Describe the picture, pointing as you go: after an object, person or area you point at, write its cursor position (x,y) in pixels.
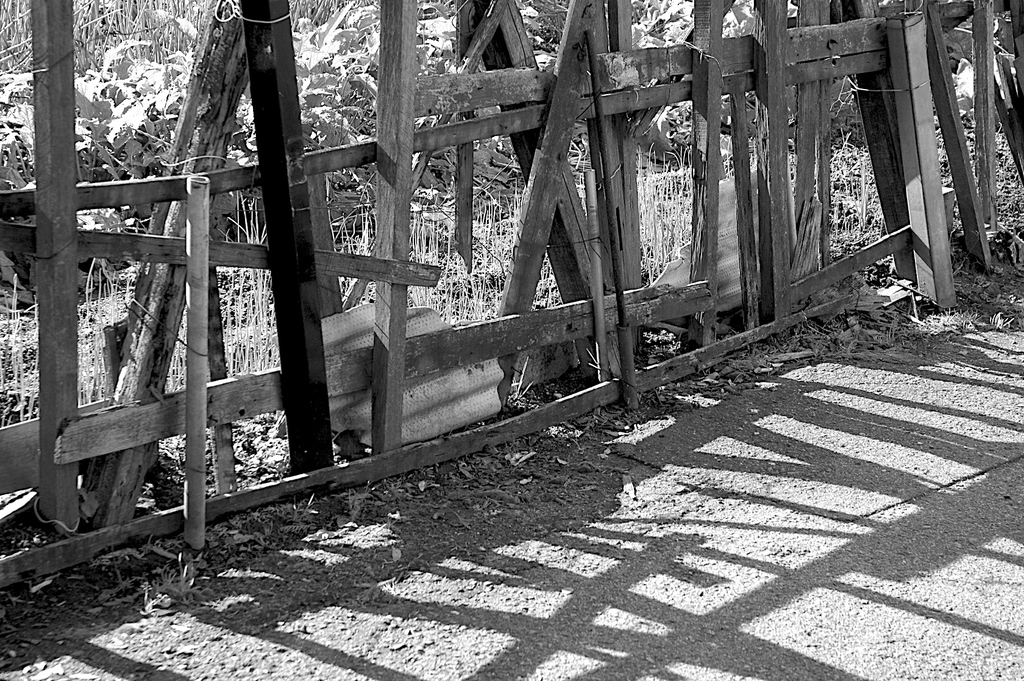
In this picture we can see wooden fence (539,237) in the middle (441,295), in the background (153,103) there are some plants (126,77), at the bottom (511,558) there are some stones (171,676), it is a black and white image.
